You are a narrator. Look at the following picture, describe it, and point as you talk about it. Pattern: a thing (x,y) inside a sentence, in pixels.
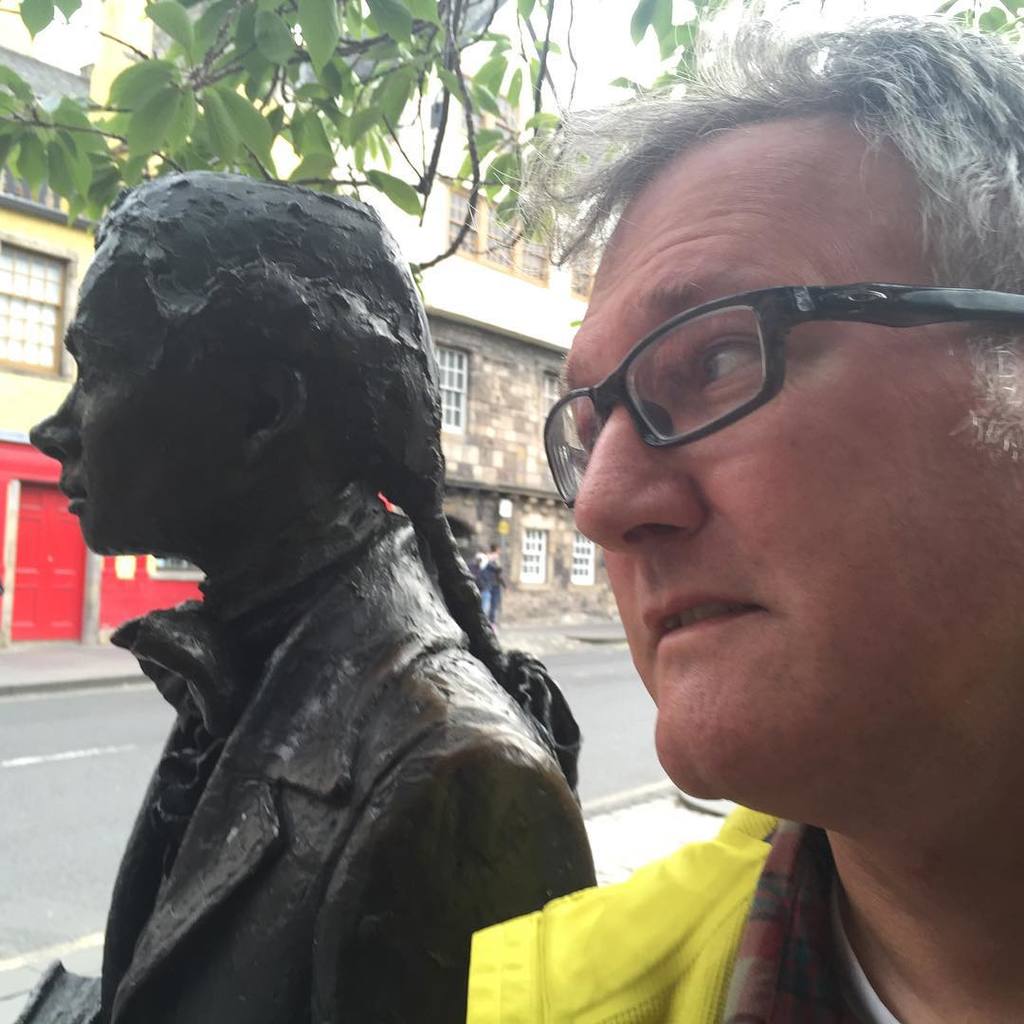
In this image we can see a man (793,628) wearing the glasses (758,406). On the left (218,535) we can see the depiction (328,767) of a man (290,497). In the background (501,291) we can see the building (464,296), person (491,579), road (631,697). We can also see the tree leaves (324,53).
